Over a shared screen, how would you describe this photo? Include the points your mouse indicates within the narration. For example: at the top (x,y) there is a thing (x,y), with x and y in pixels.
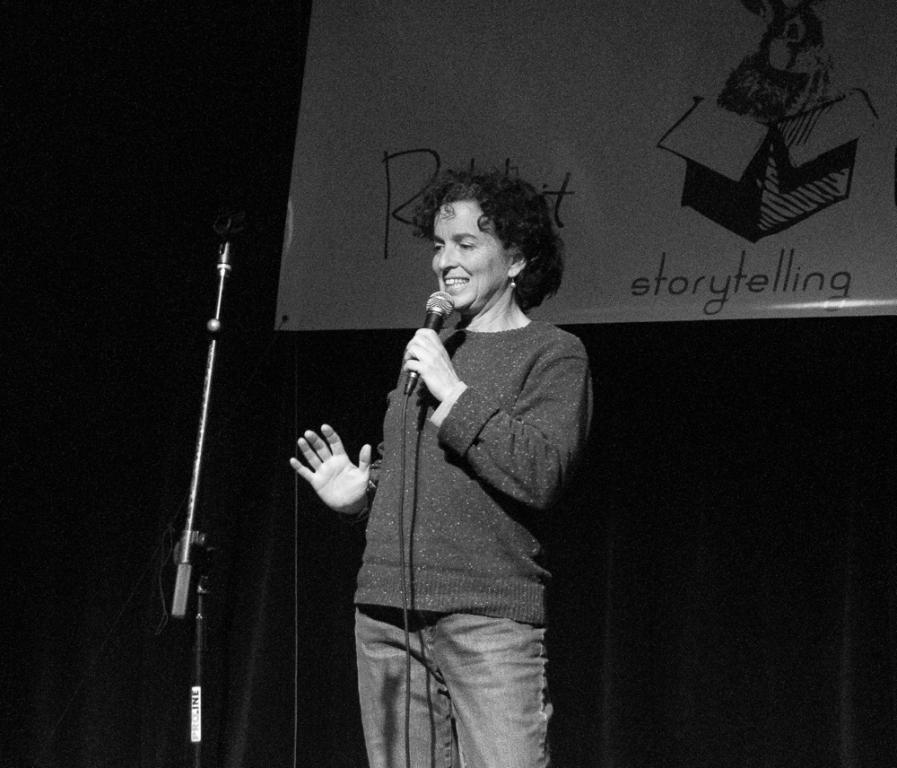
This is black and white image. In the center of the image (472,286) there is a woman (474,227) standing and holding a mic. In the background (324,54) we can see board (713,180) and wall (91,357). On the left side of the image (202,627) there is mic stand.
